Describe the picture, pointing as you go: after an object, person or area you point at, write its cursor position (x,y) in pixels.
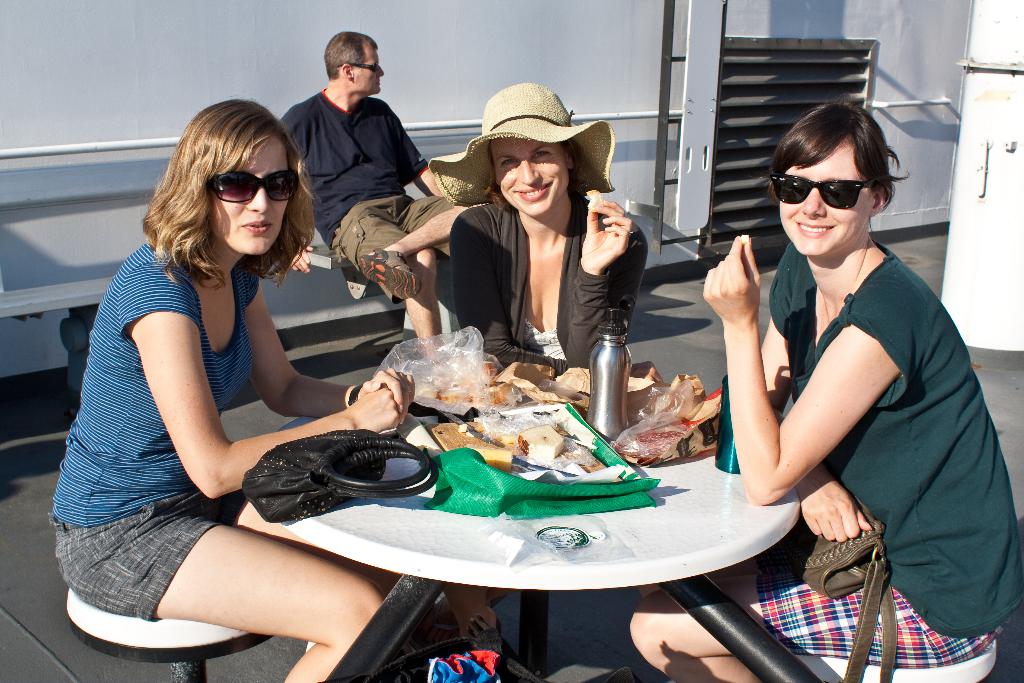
There are group of persons (506,327) sitting on the chair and there are food items (646,461) on the table (551,570) and water bottles (605,390) and a bag (403,441).
